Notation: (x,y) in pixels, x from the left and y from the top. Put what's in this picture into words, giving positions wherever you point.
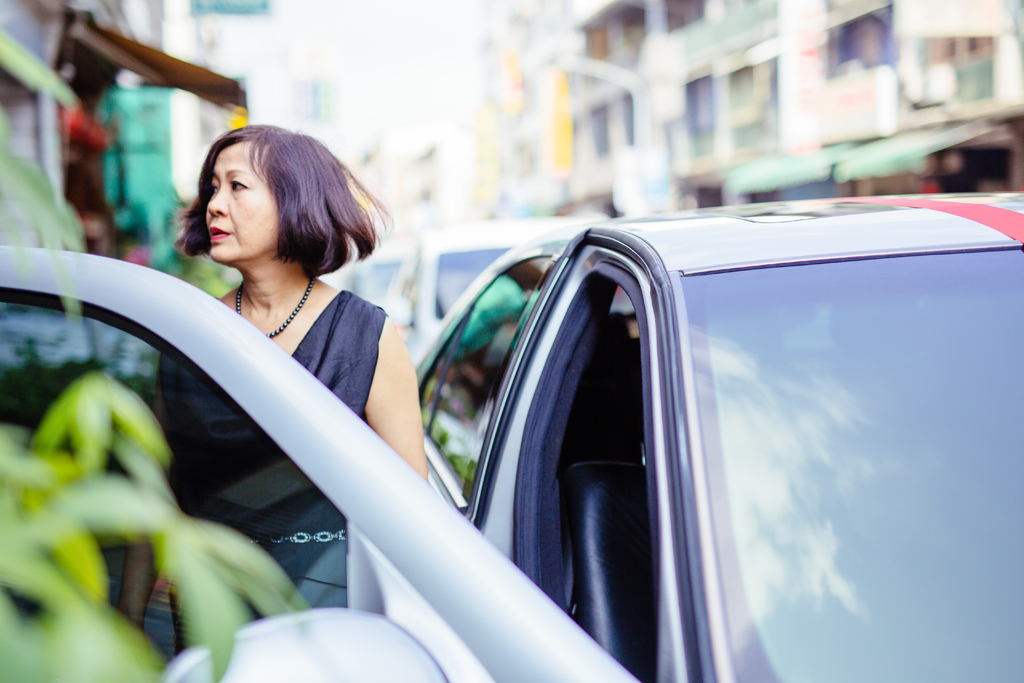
In this image, there are a few vehicles (297,455). We can see a person (272,145) and some leaves (126,650) on the bottom left corner (150,580). There are a few buildings (536,109). We can also see the blurred background (629,9).
